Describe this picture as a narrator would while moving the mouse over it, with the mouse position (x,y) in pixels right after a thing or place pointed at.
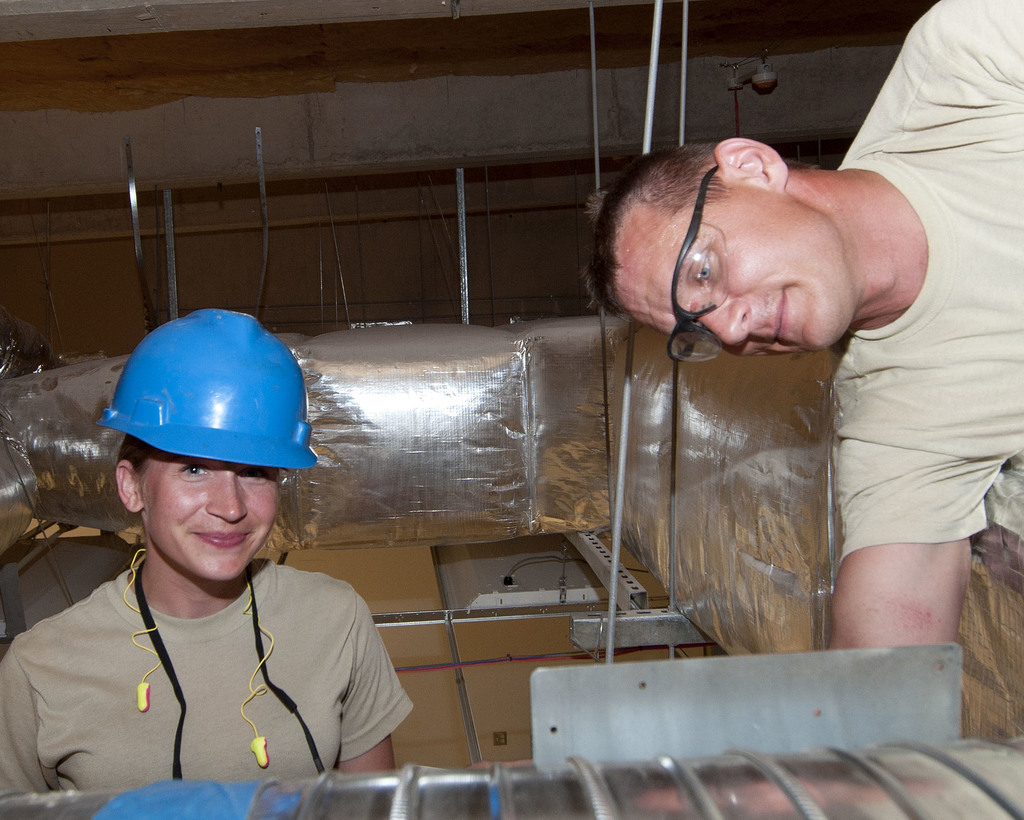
In this image we can see two persons (985,436) wearing cream color T-shirt (939,391), one person (768,307) wearing spectacles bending doing some work and a person (186,521) wearing blue color cap (192,423) and ear pods (247,718) smiling, there are some AC vents (583,451) in the background (497,503) and foreground of the image (496,779).
